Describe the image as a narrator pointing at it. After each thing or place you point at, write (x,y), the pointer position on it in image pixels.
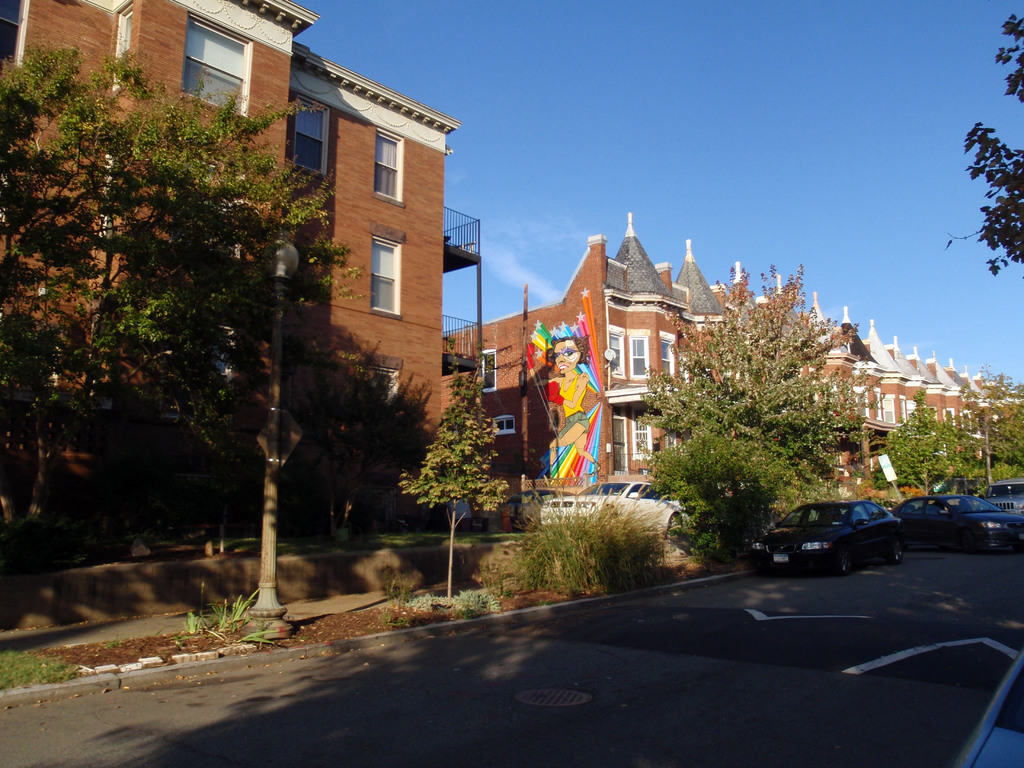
In this picture there are buildings (588,459), trees (820,444) and poles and there are vehicles (972,508) on the road (854,610) and there is a painting (540,351) of a woman (562,389) on the wall (555,315). At the top (702,216) there is sky (619,191) and there are clouds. At the bottom (468,701) there is a road (609,627) and there is mud (325,620) and there are plants (401,620).
